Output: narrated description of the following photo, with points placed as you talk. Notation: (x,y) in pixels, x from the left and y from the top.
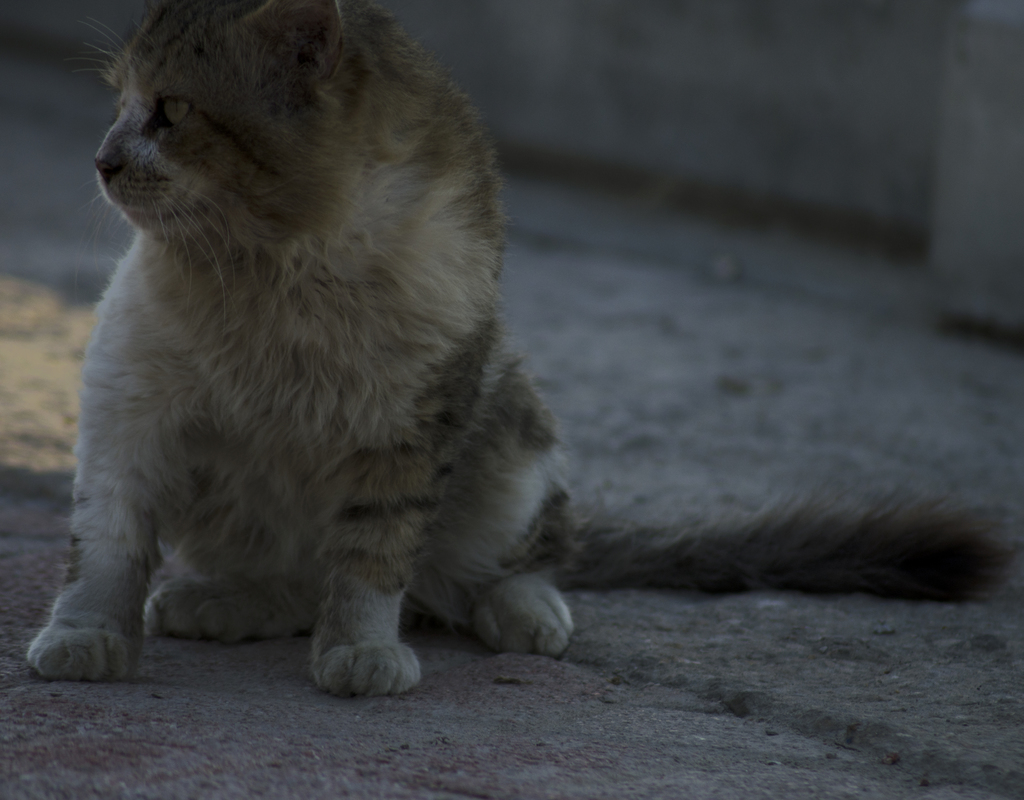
In this image I can see a cat (333,491) on the ground (468,755). In the background (737,186), I can see the wall (747,138).
